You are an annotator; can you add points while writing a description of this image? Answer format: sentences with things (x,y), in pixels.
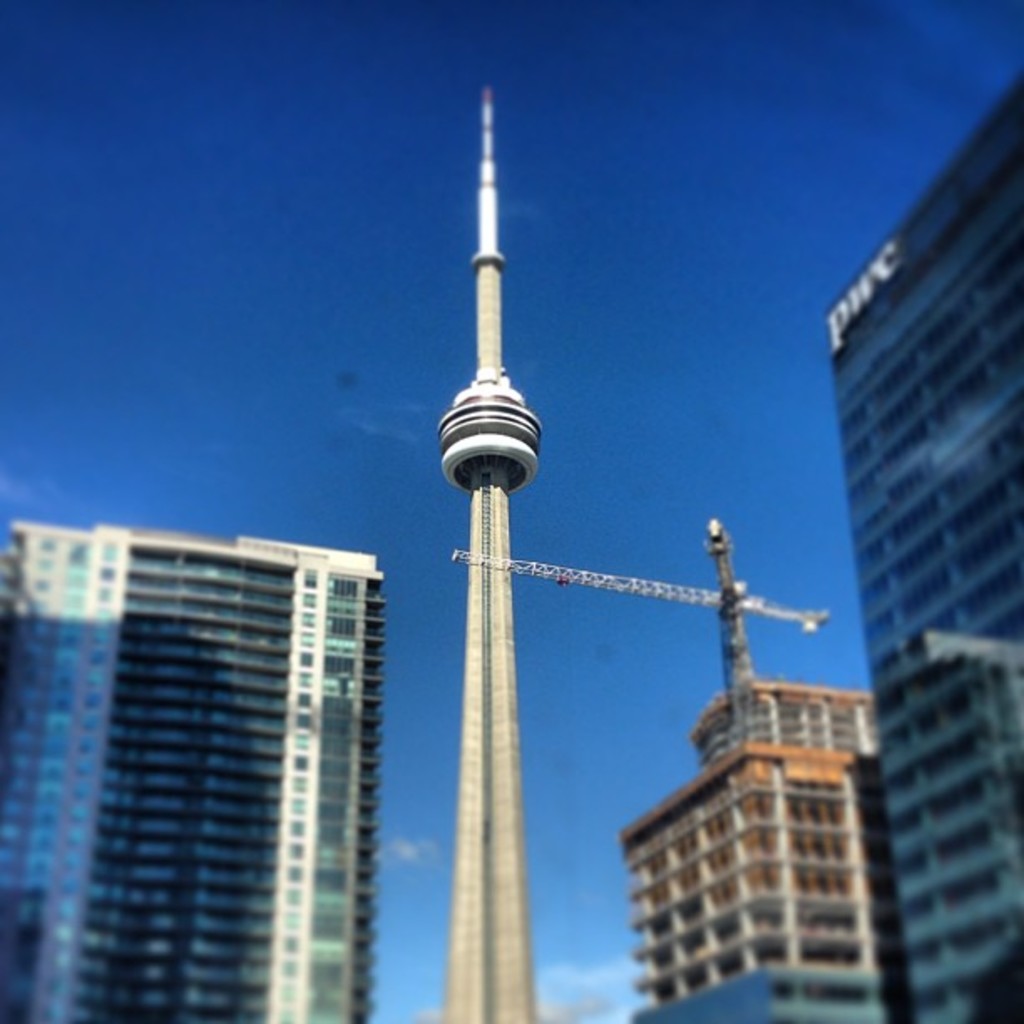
In the middle (487,390) it is a big tower (488,125), there are buildings (885,702), at the top (329,315) it's a blue color sky (349,252).
